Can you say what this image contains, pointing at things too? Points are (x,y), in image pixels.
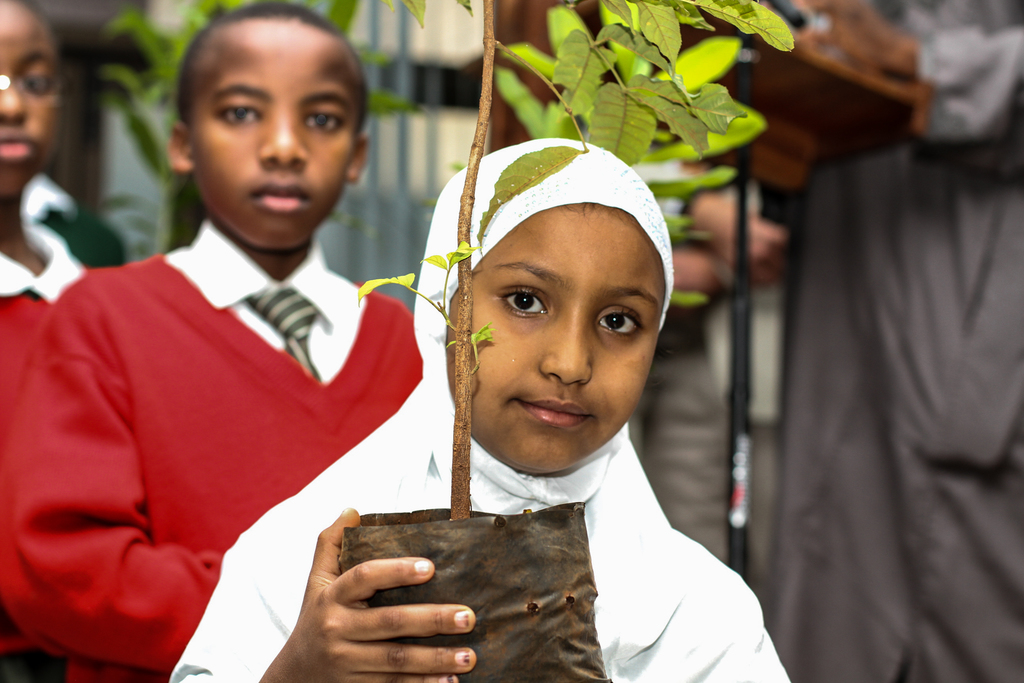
In this picture we can see a kid (472,432) is holding a plant (458,371). Behind the kid (447,454), there are two other kids (124,327), a person (758,252) and some blurred objects (826,72).
